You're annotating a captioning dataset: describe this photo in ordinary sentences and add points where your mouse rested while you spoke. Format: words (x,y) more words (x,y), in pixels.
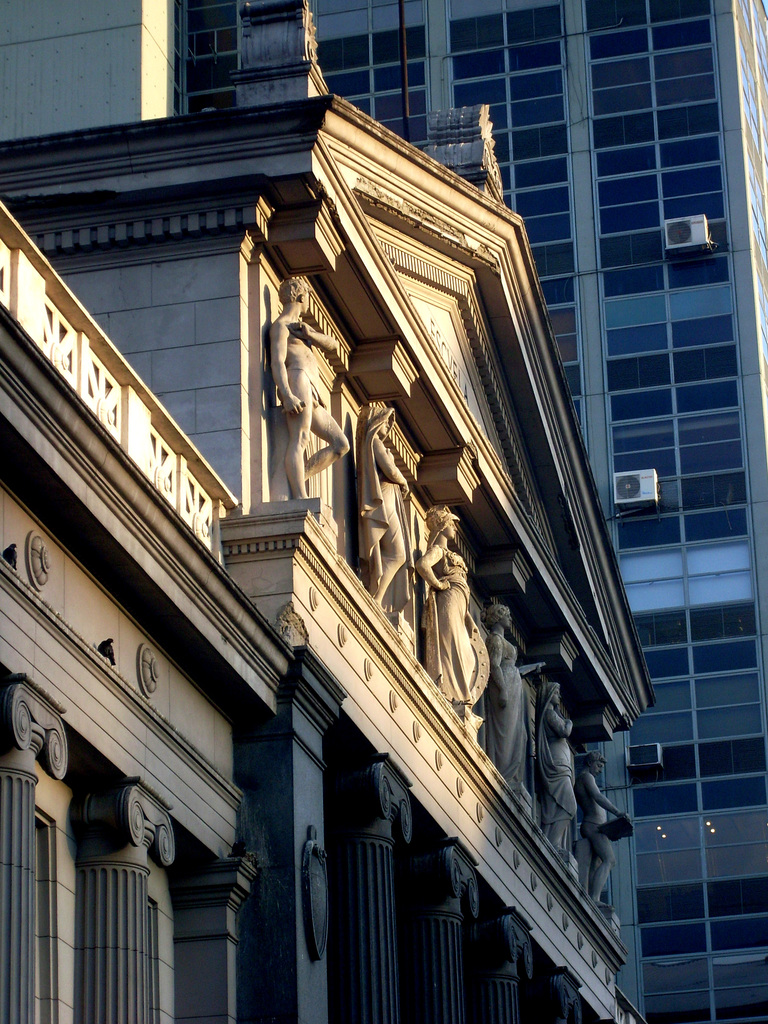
In this image I can see many statues (393,596) placed one after the other and at the bottom (564,976) we can see some pillars (29,1007), in the background (691,394) we can see a building (473,28).
